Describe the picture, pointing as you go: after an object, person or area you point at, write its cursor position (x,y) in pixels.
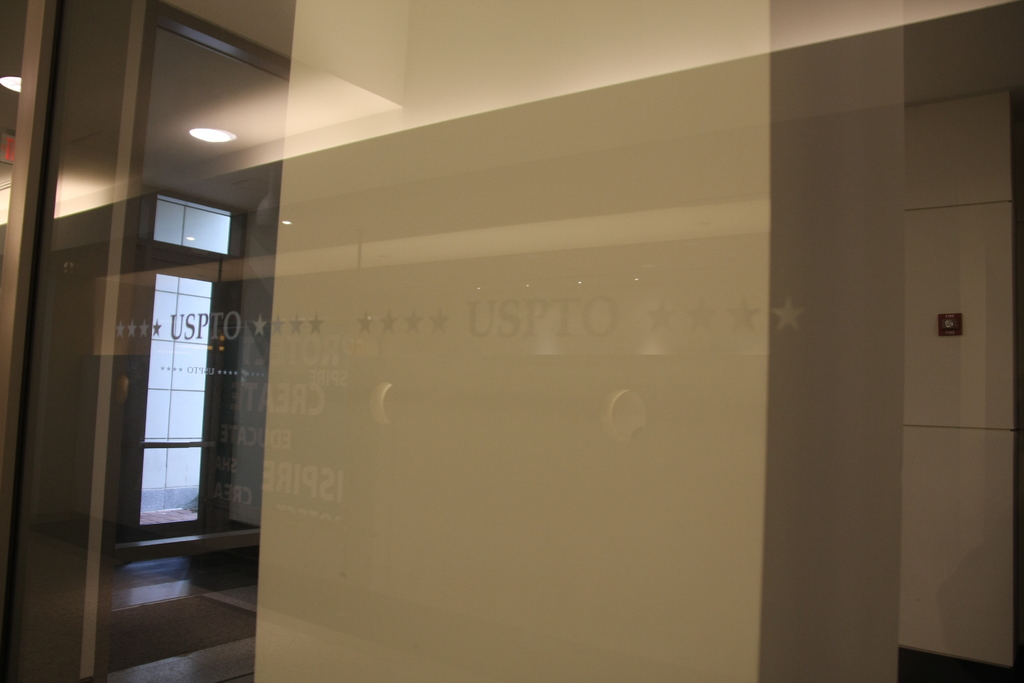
This picture of a room (778,309). In this image there is a text (204,369) on the mirror (532,439) and there are lights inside the room (155,119) and there is an object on the wall (989,252).
